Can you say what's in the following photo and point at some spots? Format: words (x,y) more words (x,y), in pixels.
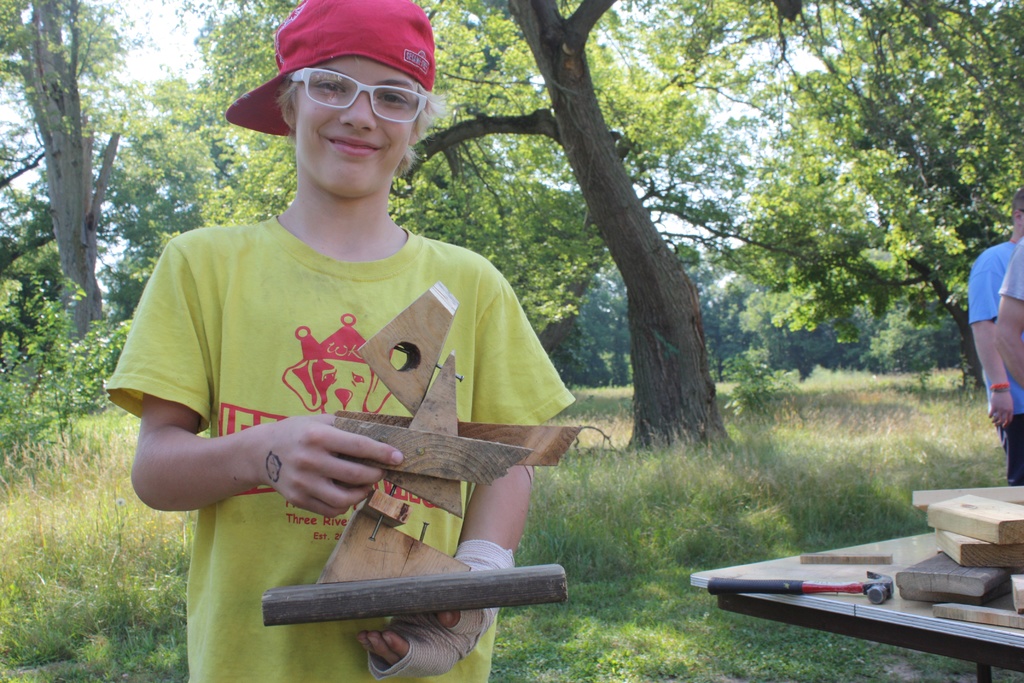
In this image we can see a boy (310,264) wearing specs (321,88) and cap (364,6). He is holding something in the hand (382,469). On the right side (793,577) there is a table (947,619). On that there are wooden pieces (948,575) and a hammer (787,593). Also there are two persons (993,318). On the ground (661,492) there are plants (577,493) and grass (578,488). In the background (677,144) there are trees (549,107).
